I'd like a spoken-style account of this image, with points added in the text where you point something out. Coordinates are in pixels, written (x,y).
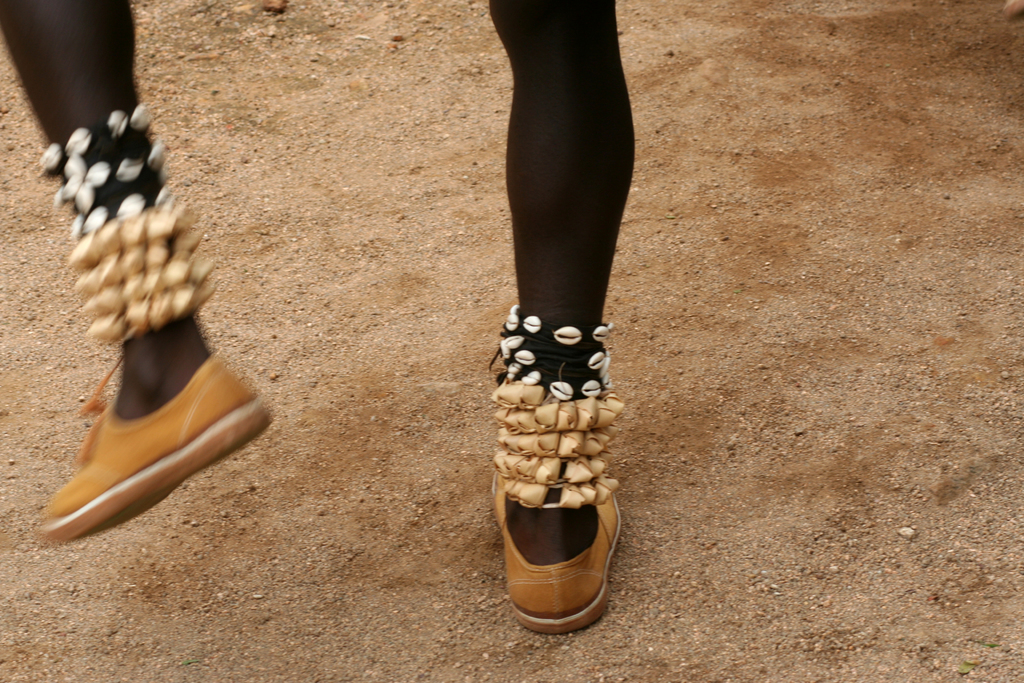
In this image, we can see human legs (153,364) with shoes (185,437) and some things (570,404). At the bottom (402,590), we can see a ground (791,392).
